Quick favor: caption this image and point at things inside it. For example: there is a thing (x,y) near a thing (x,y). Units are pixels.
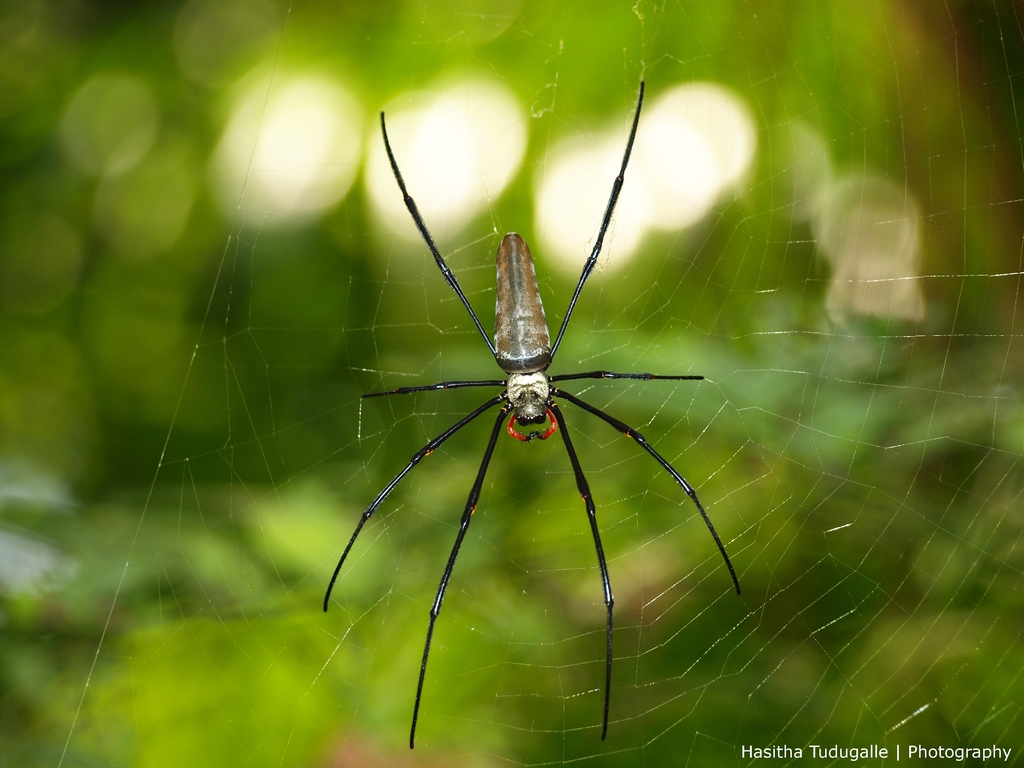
In this picture we can see one spider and web (454,462).
